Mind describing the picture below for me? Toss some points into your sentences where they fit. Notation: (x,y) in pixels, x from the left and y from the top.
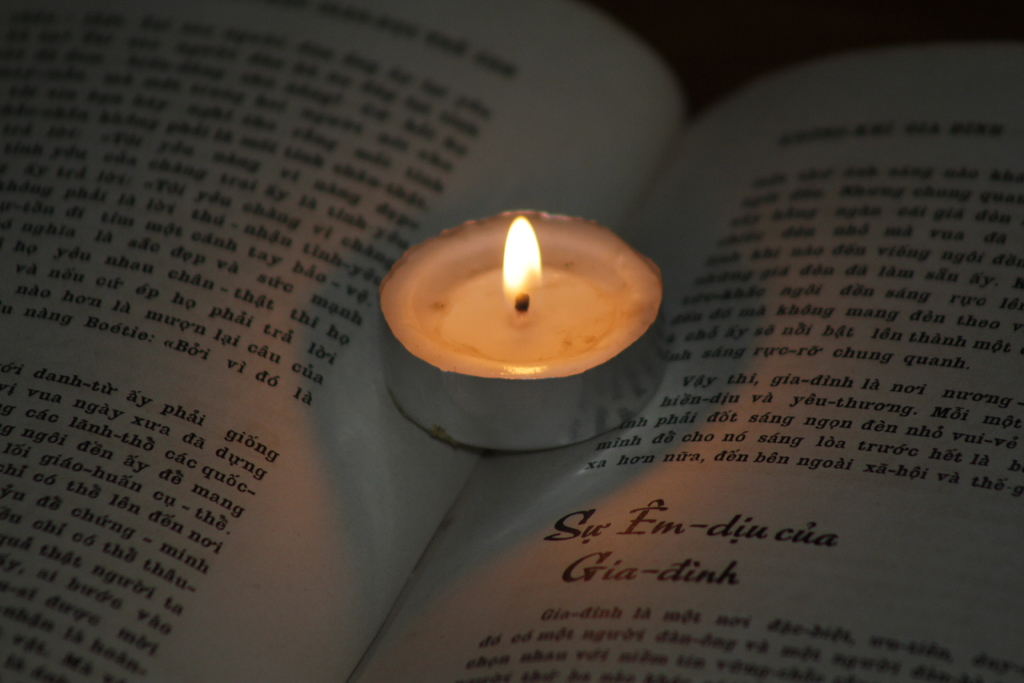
We can see candle (423,366) on a book (572,129). In the background (752,38) it is dark.
